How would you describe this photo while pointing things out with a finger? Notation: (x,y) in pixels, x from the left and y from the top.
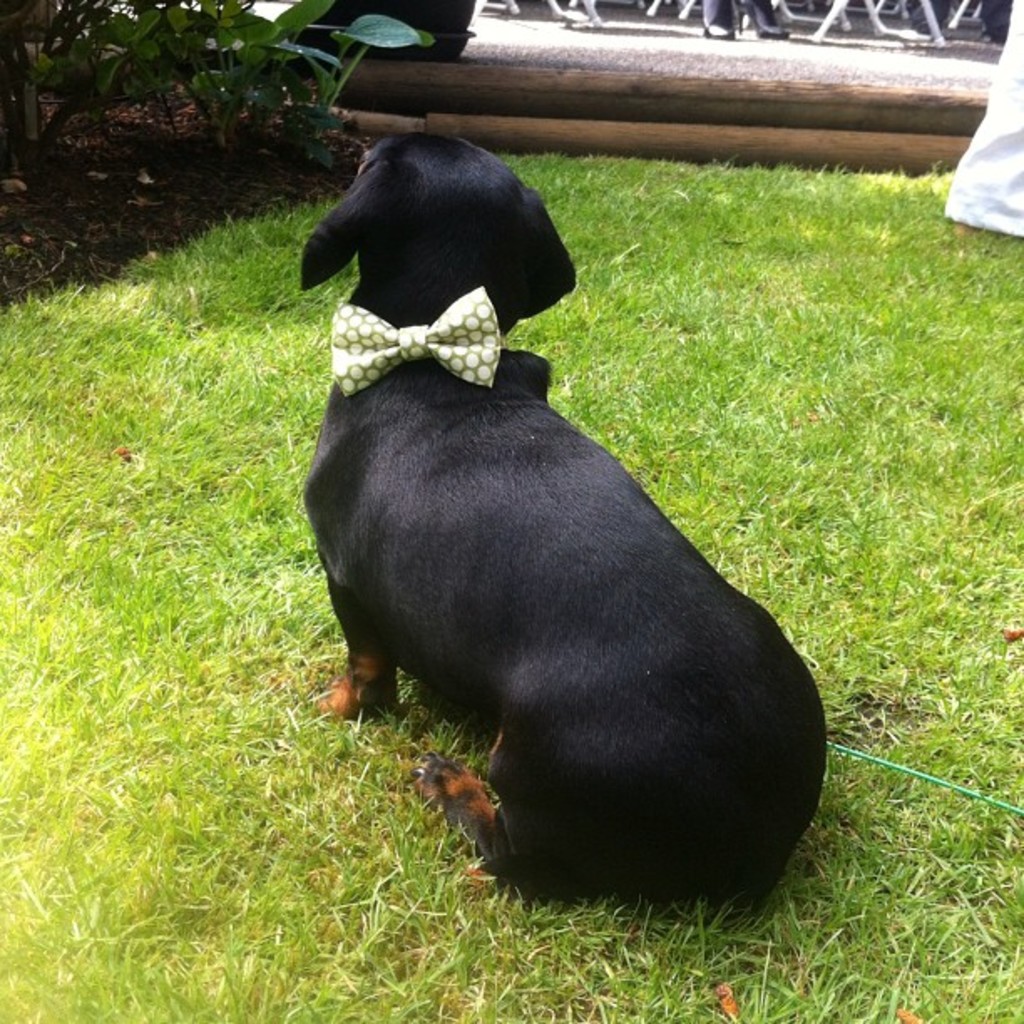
In this image we can see a dog (588,703) with a bow tie (468,346) on the grass (637,356), there are few plants (148,99) on the left side of the image (156,110) and there are few wooden sticks (655,124) on the ground (95,124).
